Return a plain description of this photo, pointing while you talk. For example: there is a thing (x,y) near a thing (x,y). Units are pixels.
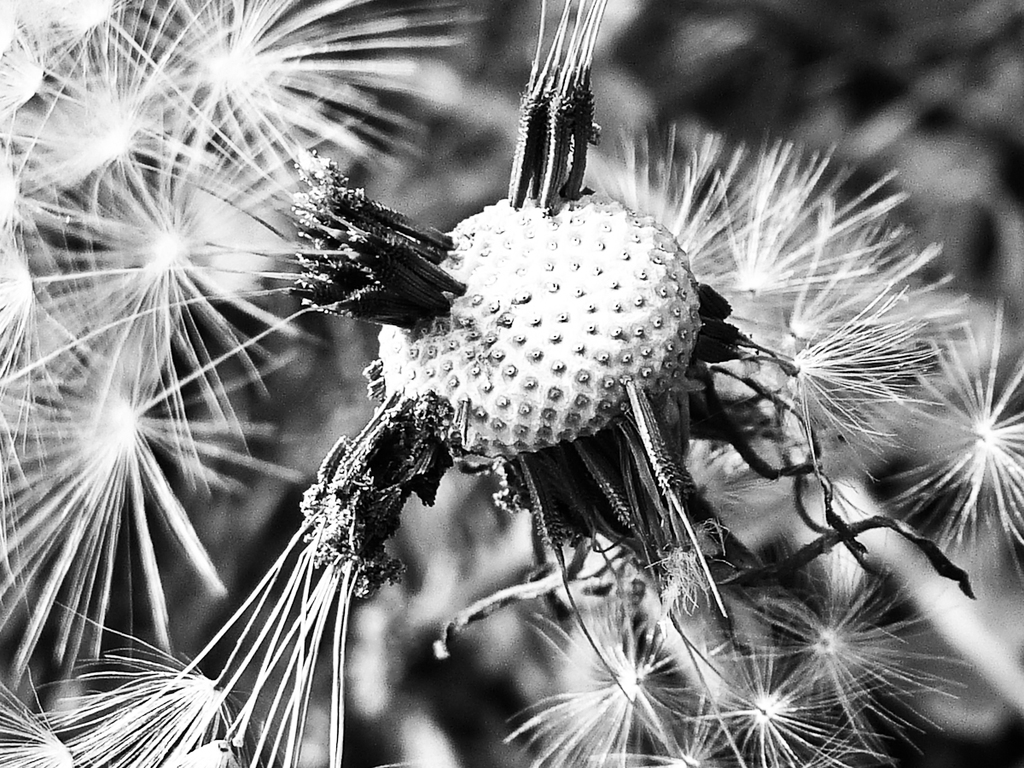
This is a black and white image. In this image we can see a flowers (369,506) of a plant (361,494).
